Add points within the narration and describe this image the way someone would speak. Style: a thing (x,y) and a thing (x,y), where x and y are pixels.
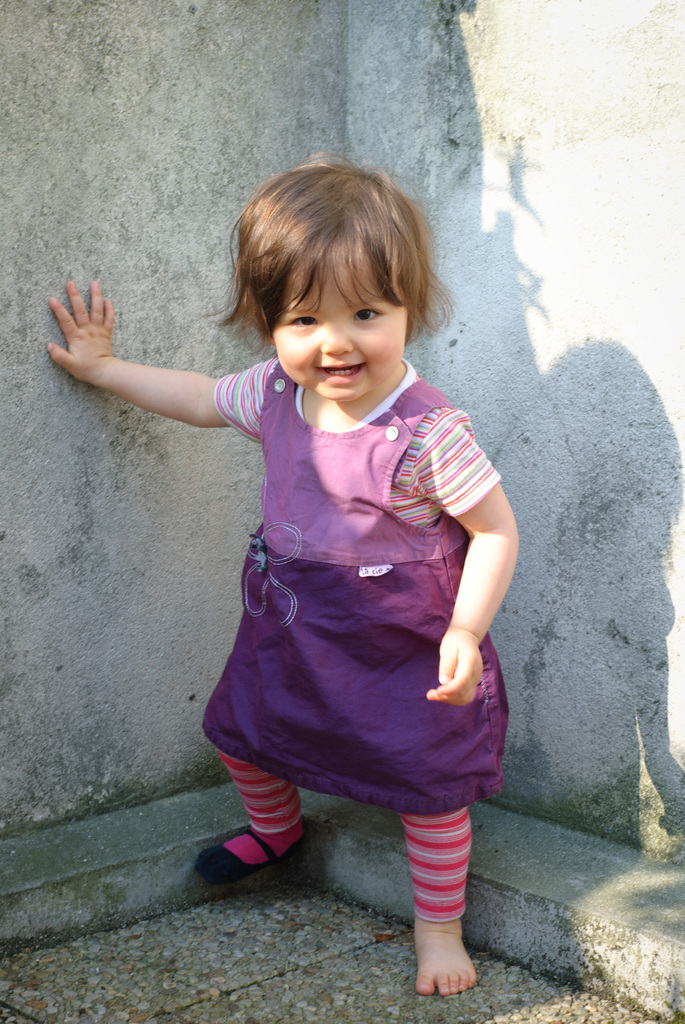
In this image I can see a kid (311,503) standing near the wall (197,211).
